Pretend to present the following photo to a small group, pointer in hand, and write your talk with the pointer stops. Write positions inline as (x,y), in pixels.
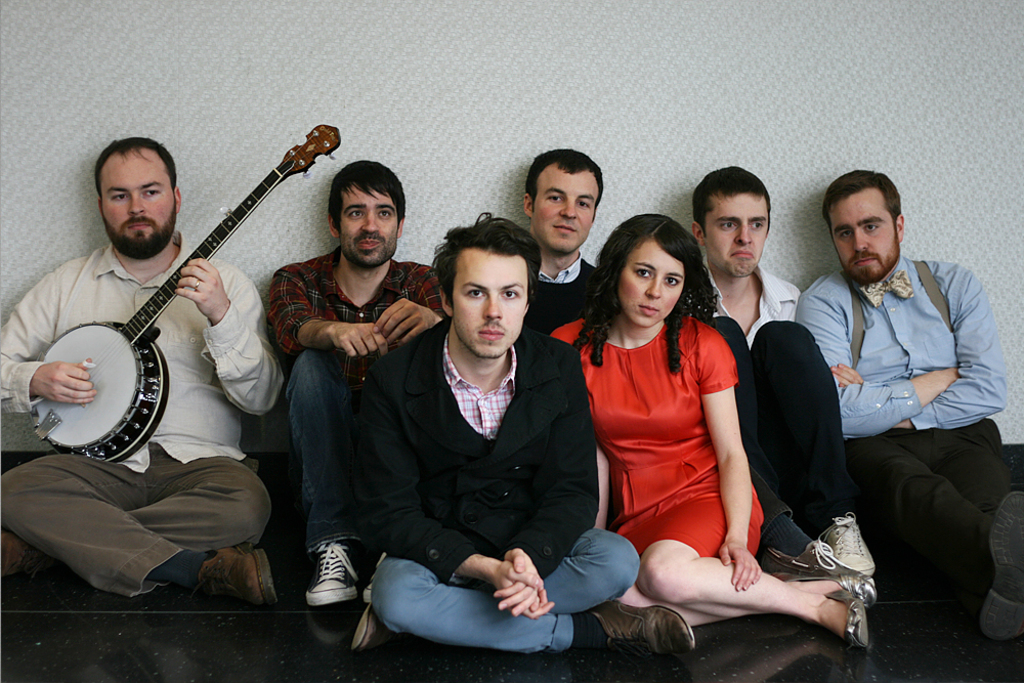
In this picture, we see seven people (498,377) are sitting on the floor (133,641). Out of them, six are men (890,219) and one is a woman (724,426). The man (202,317) on the left corner of the picture (181,431) wearing a white shirt (203,399) is holding a musical instrument (87,350) in his hands (212,309) and he is playing it. Behind them, we see a wall (582,103) in white color.
